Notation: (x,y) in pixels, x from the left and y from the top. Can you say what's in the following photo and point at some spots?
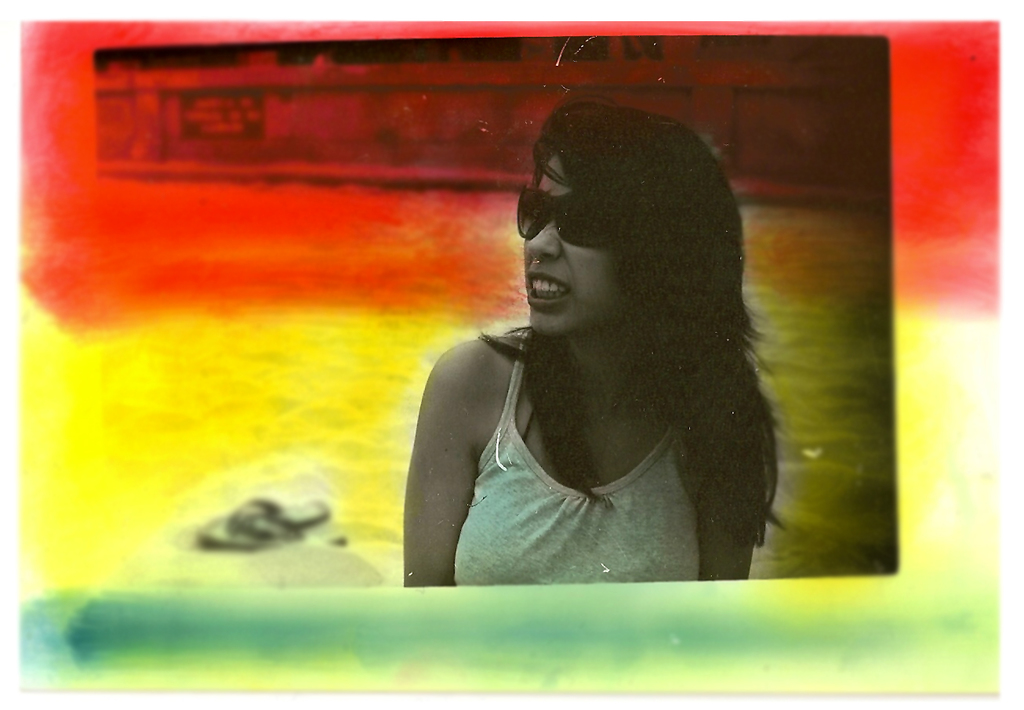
In the picture I can see colorful frame (92,482) in which we can see one woman (586,381), beside there is a object (271,521) placed.
